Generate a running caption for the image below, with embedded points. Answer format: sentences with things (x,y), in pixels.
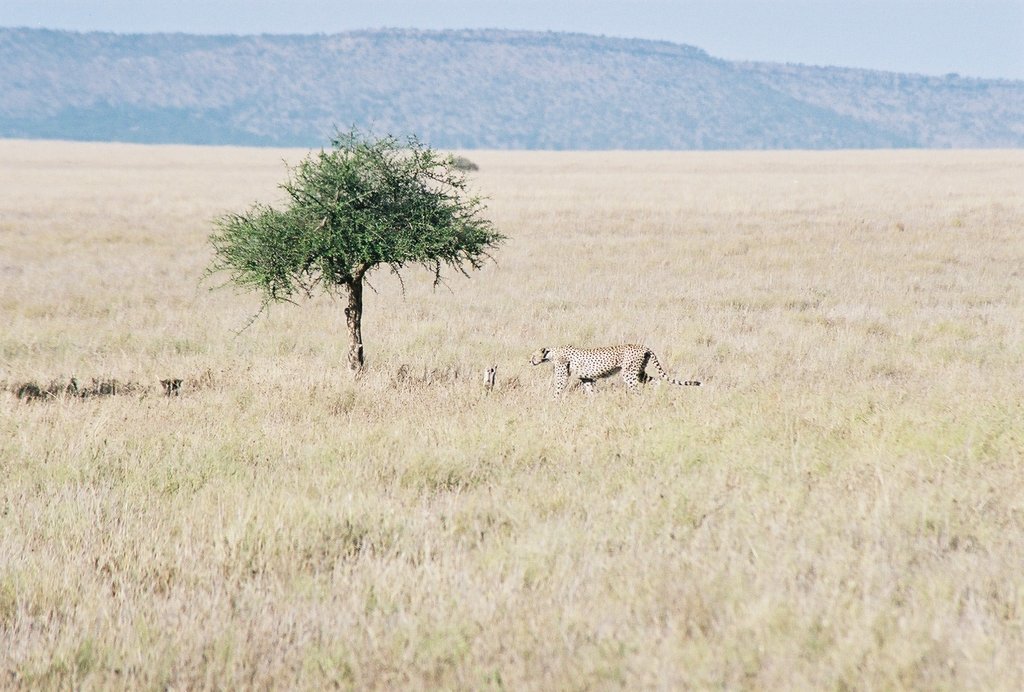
In the image we can see an animal (564,356), grass (460,504), tree (385,207), mountain (540,140) and a sky (802,26).
